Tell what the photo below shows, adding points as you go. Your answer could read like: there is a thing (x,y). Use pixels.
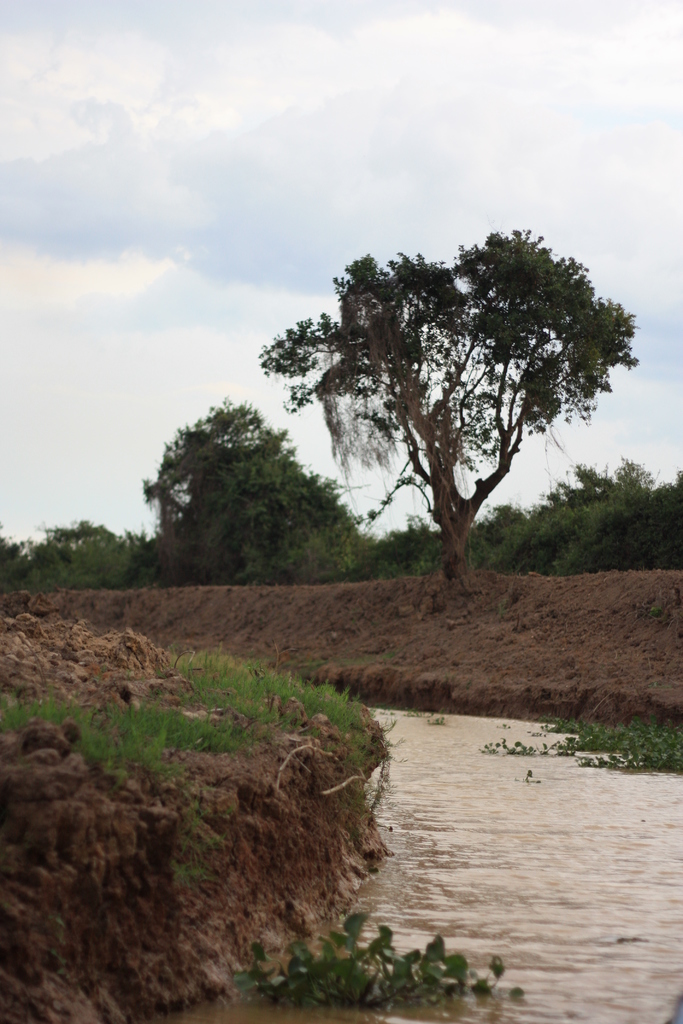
In this image I can see few trees (611,562), mud (435,650) and water (492,761). The sky (297,253) is in blue and white color.
